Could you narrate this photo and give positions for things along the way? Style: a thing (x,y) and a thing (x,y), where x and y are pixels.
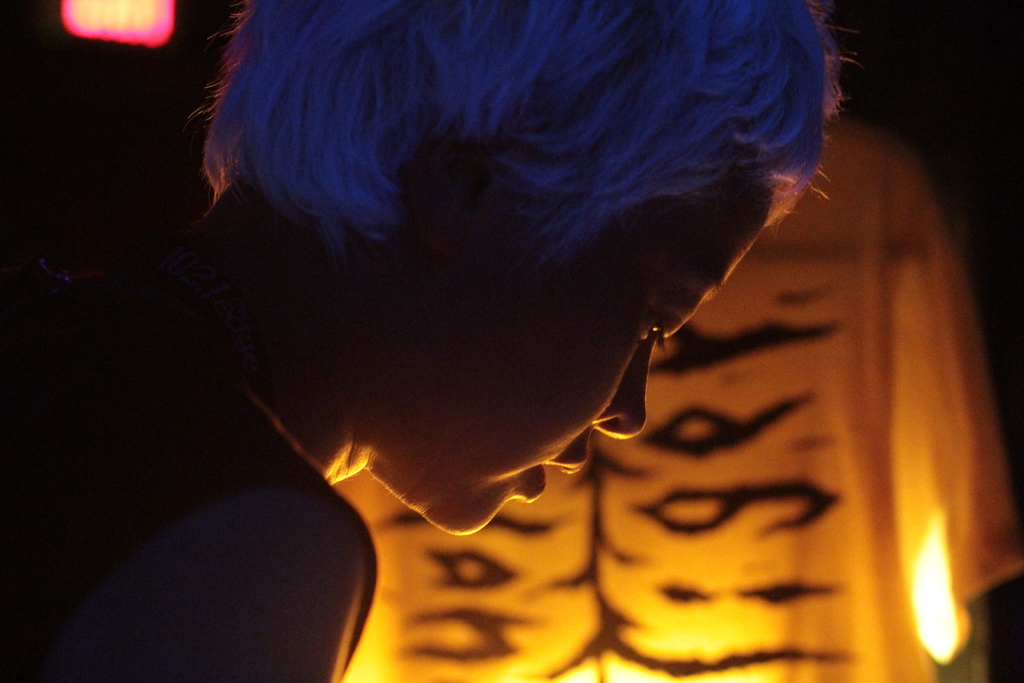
On the left side of the image (107,391) we can see a lady (603,145) is bending. In the background of the image (974,448) we can see the lights (68,5) and cloth (737,541).
